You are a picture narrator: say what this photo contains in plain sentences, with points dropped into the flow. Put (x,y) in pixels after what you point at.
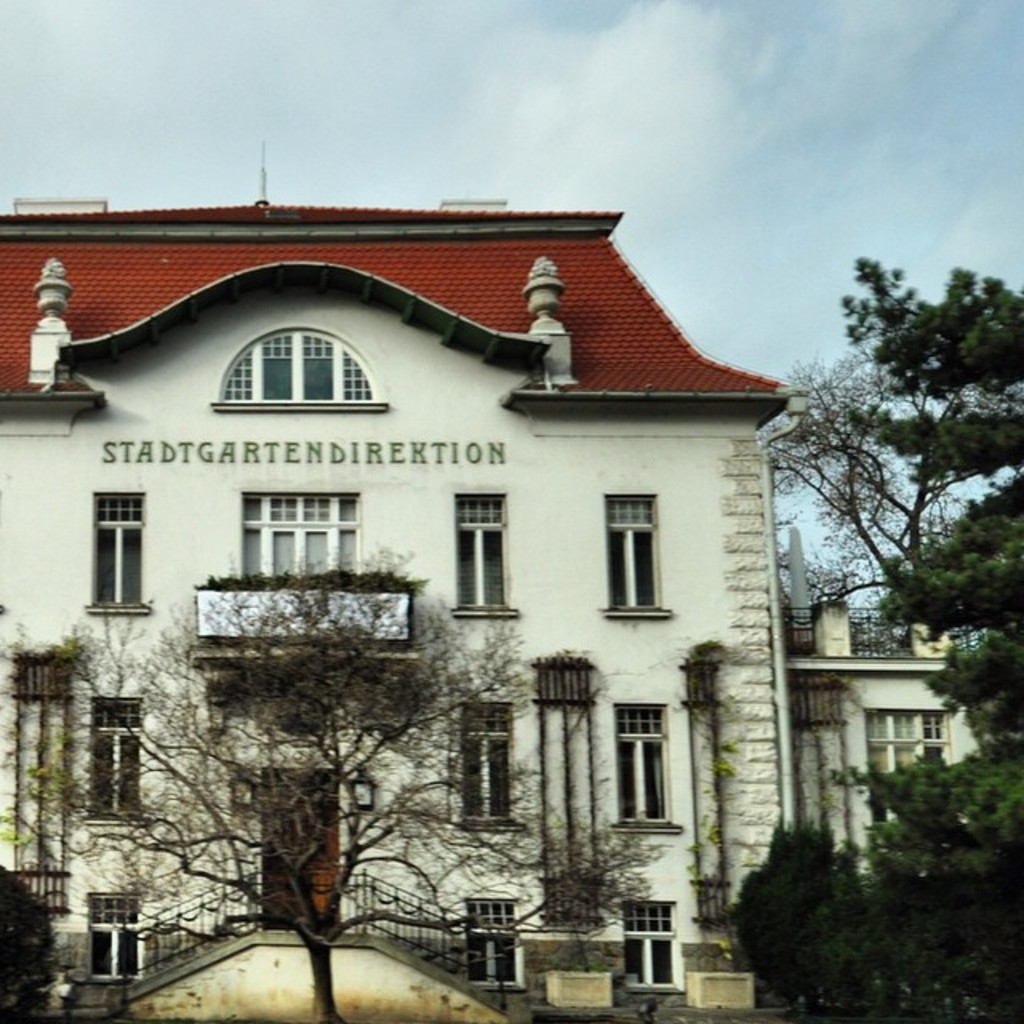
In this picture I can observe building (487,417) in the middle of the picture (465,641). In front of the building (467,817) I can observe trees (908,852). In the background (383,126) there are some clouds (326,92) in the sky (420,106).
